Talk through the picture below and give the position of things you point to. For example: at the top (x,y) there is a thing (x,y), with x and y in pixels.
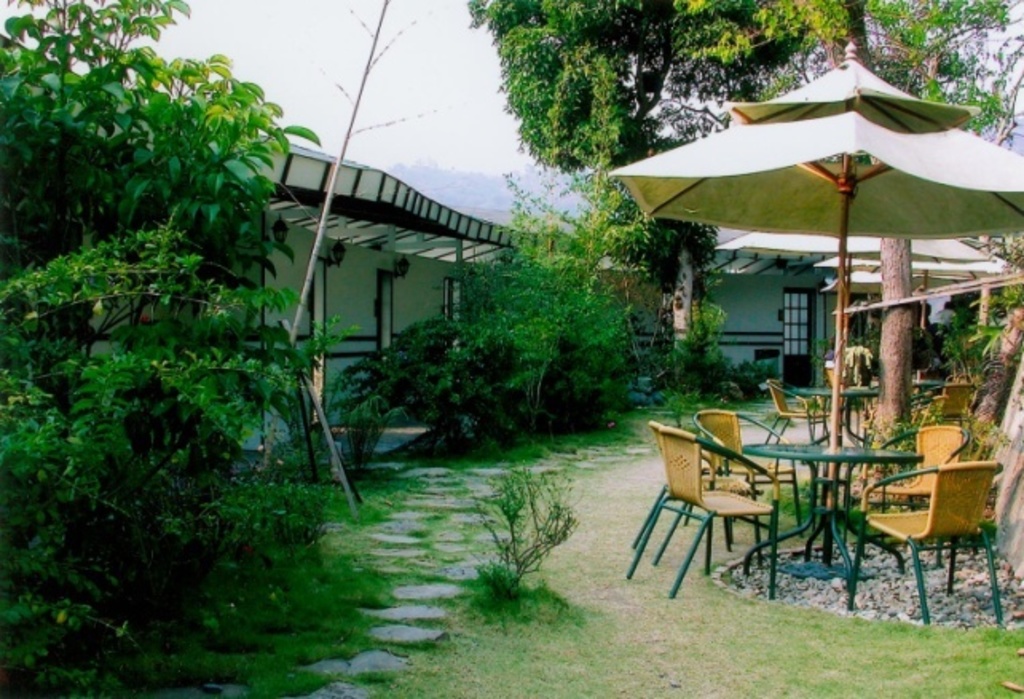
This is an outside view. On the right side (849,565) there is a table (811,456) and few chairs (695,480) under the umbrella (881,112). On the left side (89,446) there are some trees (147,431). In the background (441,291) there is a house (366,288). In the bottom (578,641), I can see the grass (578,641) on the ground (571,454). At the top of the image (427,99) I can see the sky (423,126).
